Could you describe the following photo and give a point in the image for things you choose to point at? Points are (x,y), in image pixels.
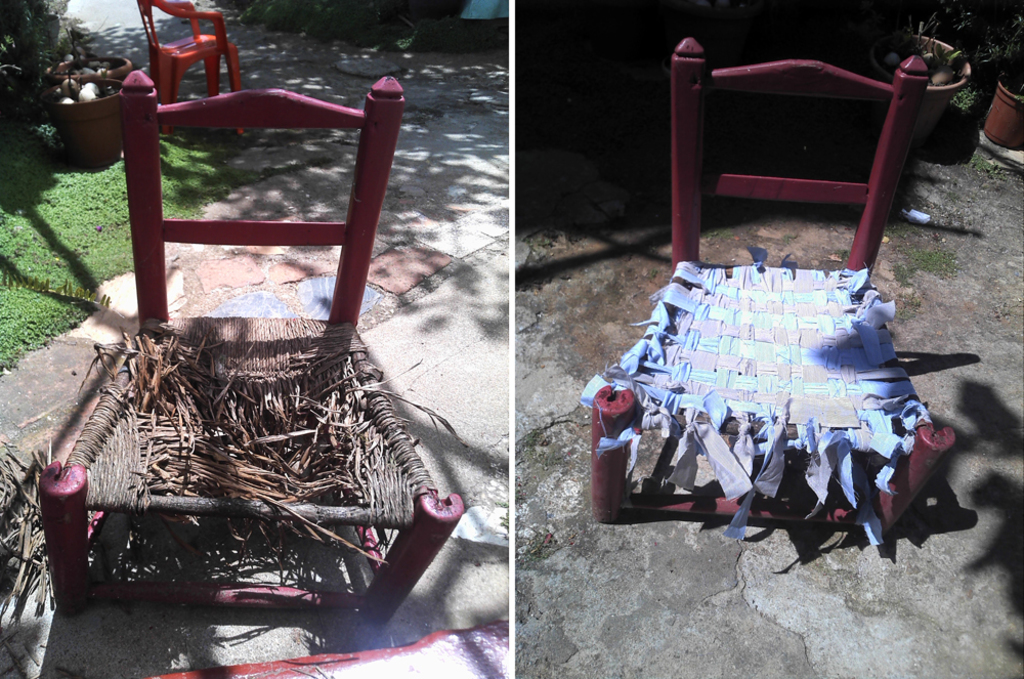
In the image on the left (206,381) we can see chairs (224,396), plant pots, stones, plants (8,46), grass (84,231) etc. On the right side of the image (769,324) we can see one chair (782,292), plant pots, plants (1013,39), grass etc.
